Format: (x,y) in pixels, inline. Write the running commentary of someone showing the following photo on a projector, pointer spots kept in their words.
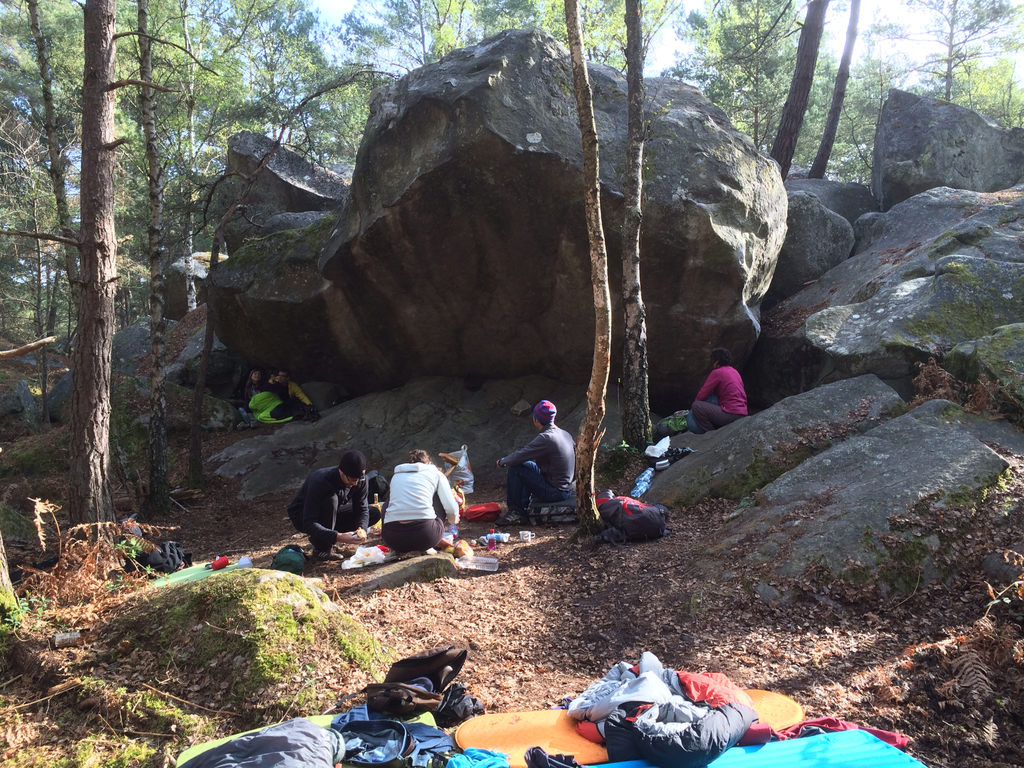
In this image we can see few people (443,507). There are rocks (356,181) and trees (204,182). And also there are bags (665,444) and some other things (545,511).
